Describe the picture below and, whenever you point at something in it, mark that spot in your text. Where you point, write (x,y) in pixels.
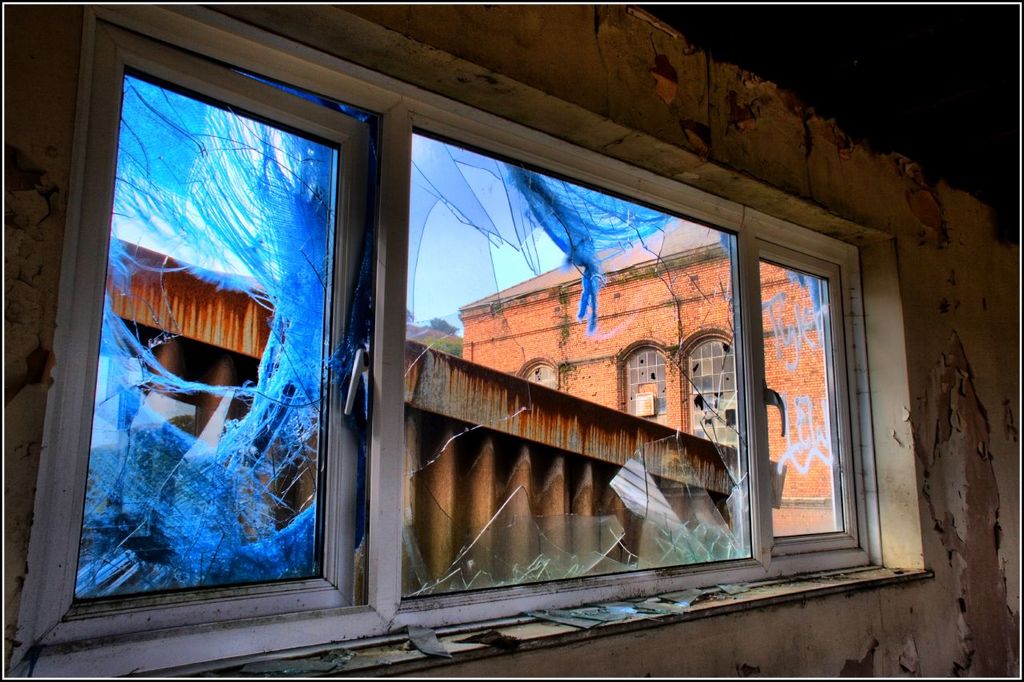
In this picture there is a broken glass window (443,432). Behind there is a red color brick building (633,286).
